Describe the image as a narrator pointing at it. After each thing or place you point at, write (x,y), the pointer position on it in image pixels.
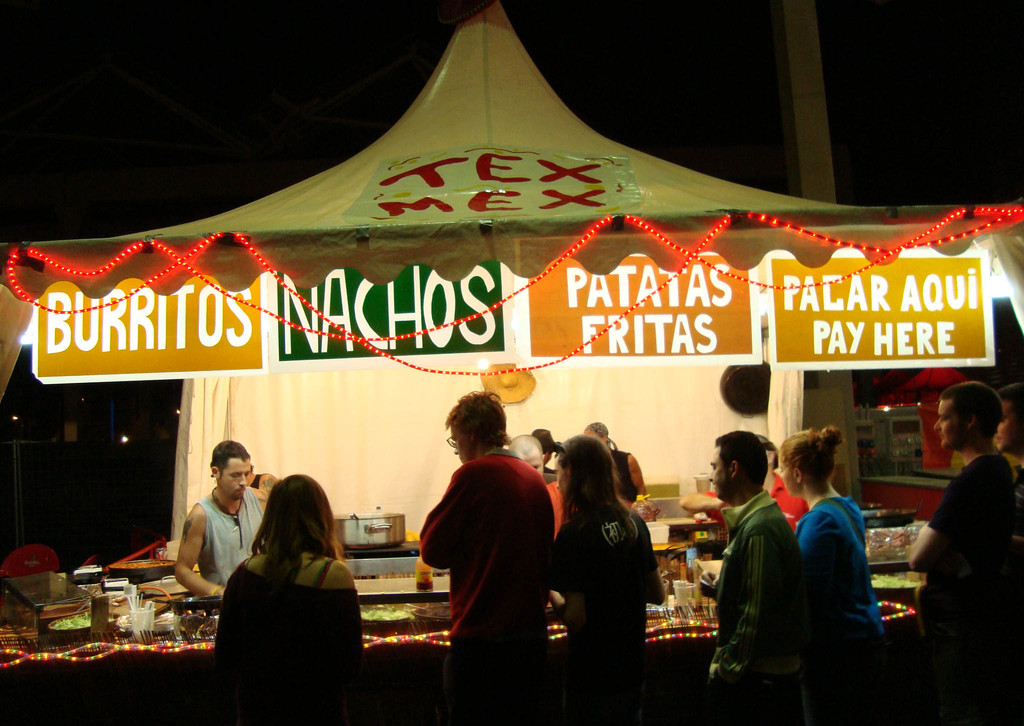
In this image, there are a few people (775,661). We can see some tables (378,663) covered with a cloth (561,675) and some objects (668,590) are placed on them. We can also see a tent (557,204) and a pole (812,5). We can see the dark sky (1007,176) and some objects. We can see some boards (566,153) with text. We can see some lights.
